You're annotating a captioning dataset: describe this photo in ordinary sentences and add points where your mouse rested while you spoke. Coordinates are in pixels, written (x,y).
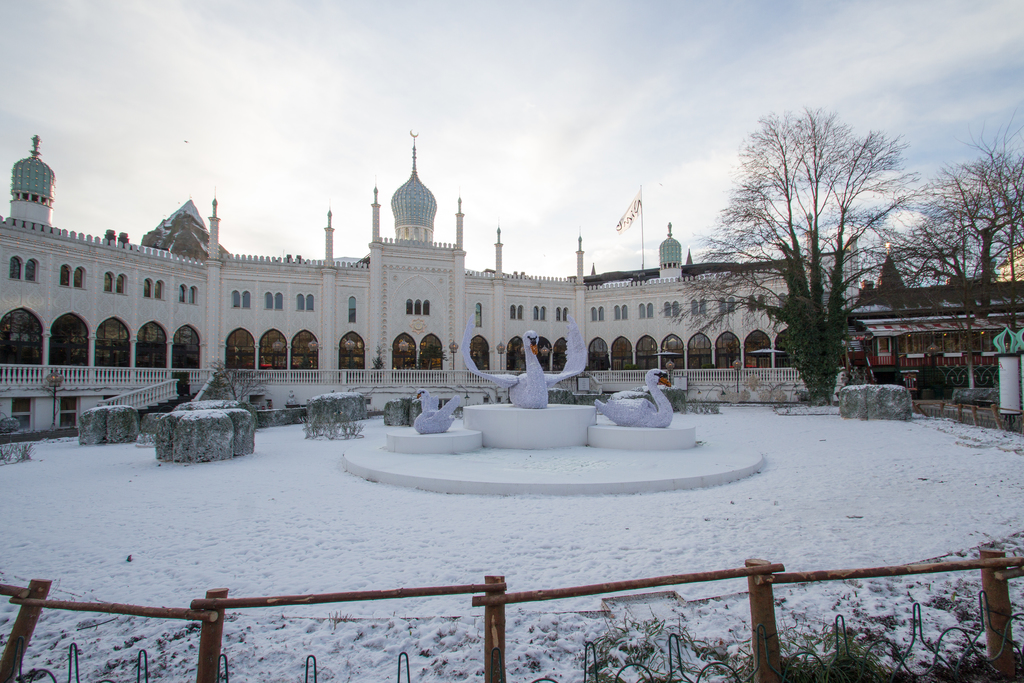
In the foreground of this image (208,615), there is a wooden railing (1023,574) and in the background (100,428), on the snow (619,541) there are few plants (240,398) and a sculpture (657,393) and there is a mosque (92,307), few poles (54,377) and the trees (992,221) on the right (961,270). On the top (669,26), there is the sky (626,94) and the cloud (494,105).
